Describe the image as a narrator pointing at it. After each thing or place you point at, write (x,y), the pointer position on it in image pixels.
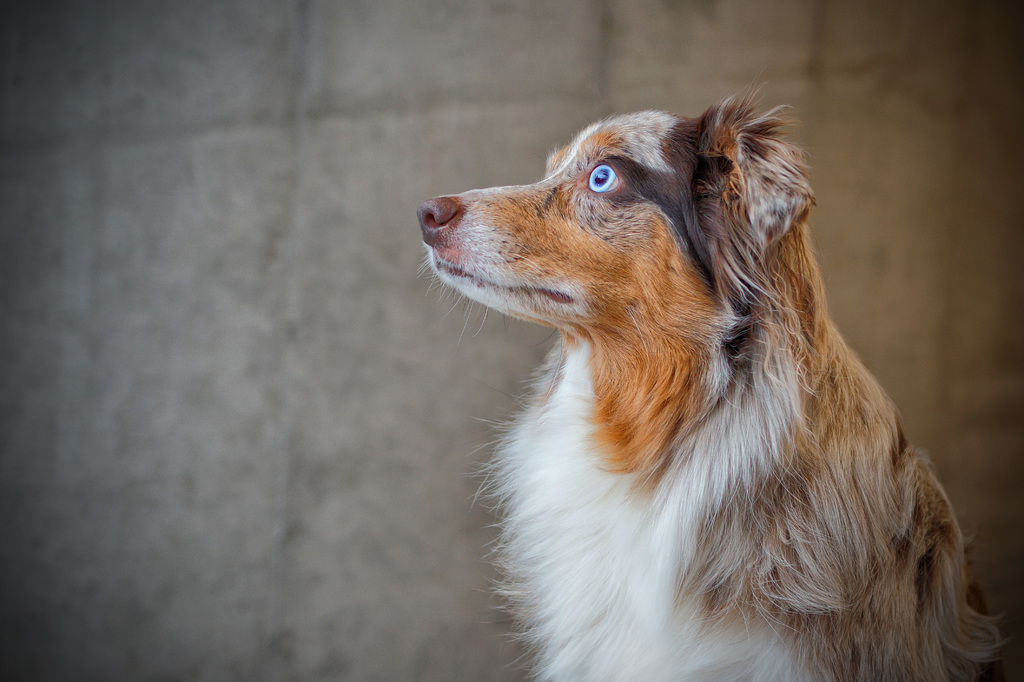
In this image I can see a dog (712,454), it is in brown and white color, looking on the left side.
